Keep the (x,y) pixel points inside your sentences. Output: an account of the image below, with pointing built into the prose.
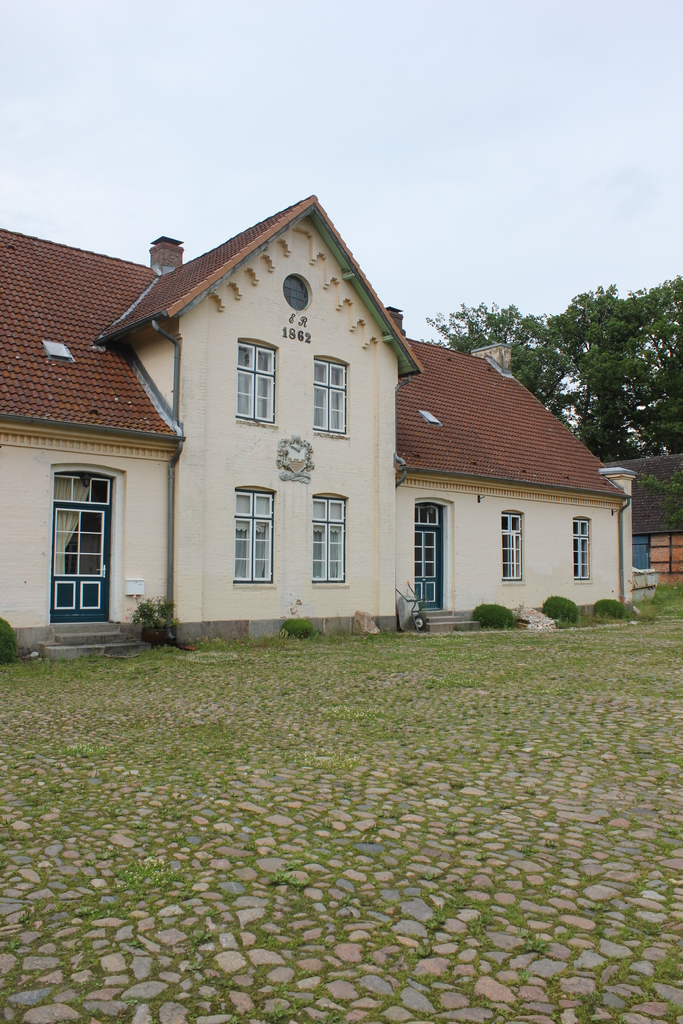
In this picture we can see ground (447,771), grass (348,673), plants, house (181,541), rooftop (646,517), windows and doors (95,577). In the background of the image (576,408) we can see leaves (582,366) and sky (571,173).
